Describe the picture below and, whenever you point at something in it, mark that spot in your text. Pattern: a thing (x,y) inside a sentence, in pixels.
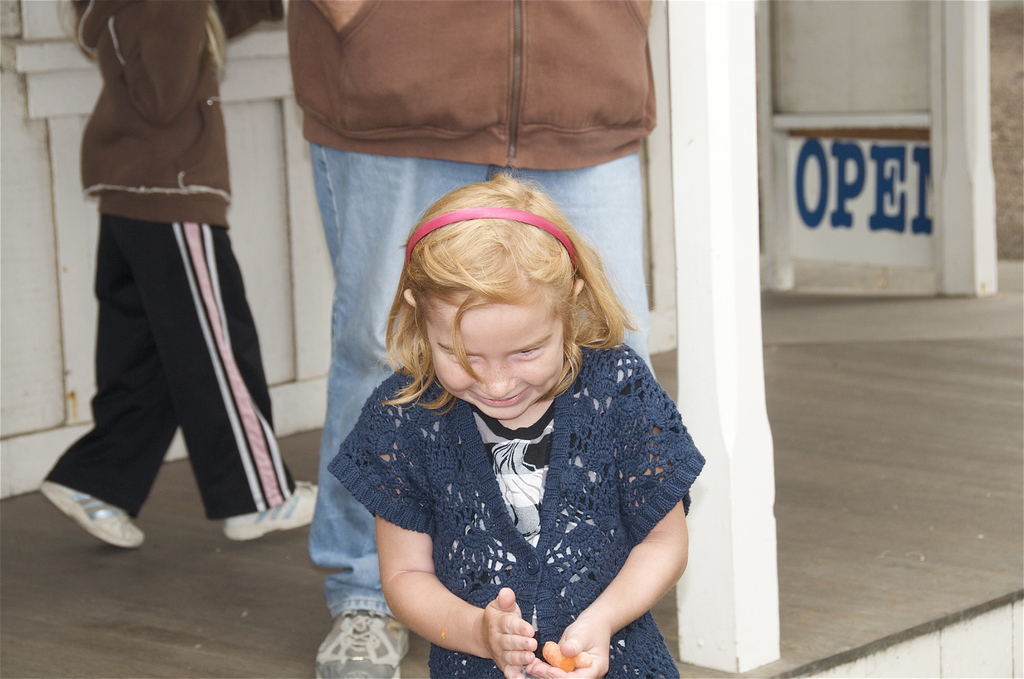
In the picture we can see a girl child (395,579) standing near the pillar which is white in color and behind the girl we can see a person (519,99) standing and some person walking near the wall (313,215).
